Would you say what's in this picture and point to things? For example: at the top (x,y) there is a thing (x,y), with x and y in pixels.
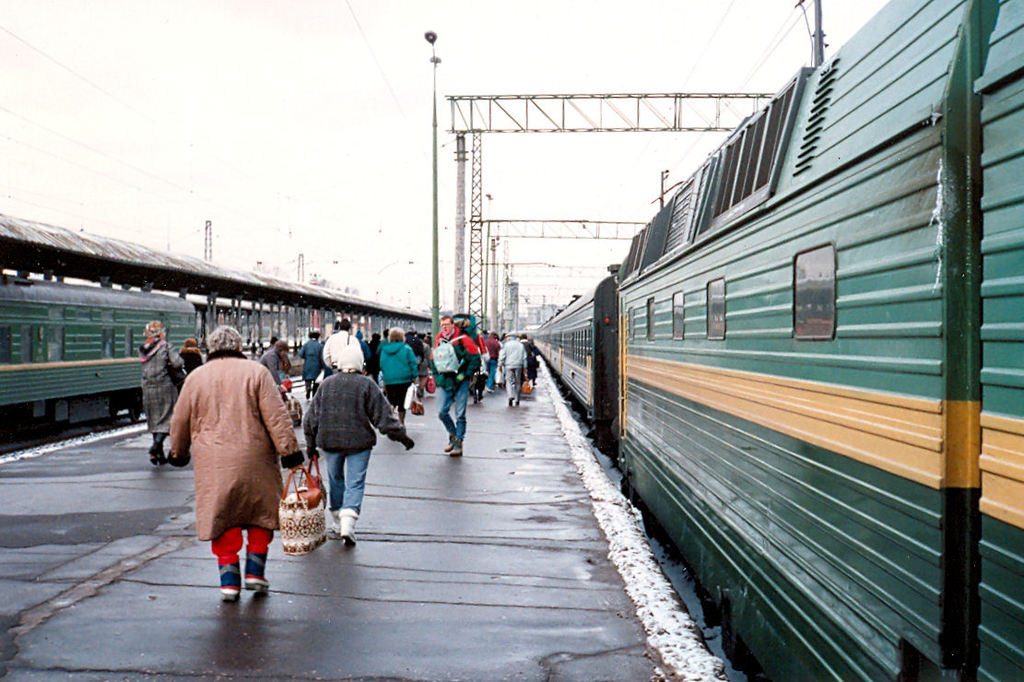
In the right side (876,454) it is a train (814,508) which is in green color and in the middle (362,445) few people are walking on this platform (463,546). At the top (277,119) it's a sky (306,120).
